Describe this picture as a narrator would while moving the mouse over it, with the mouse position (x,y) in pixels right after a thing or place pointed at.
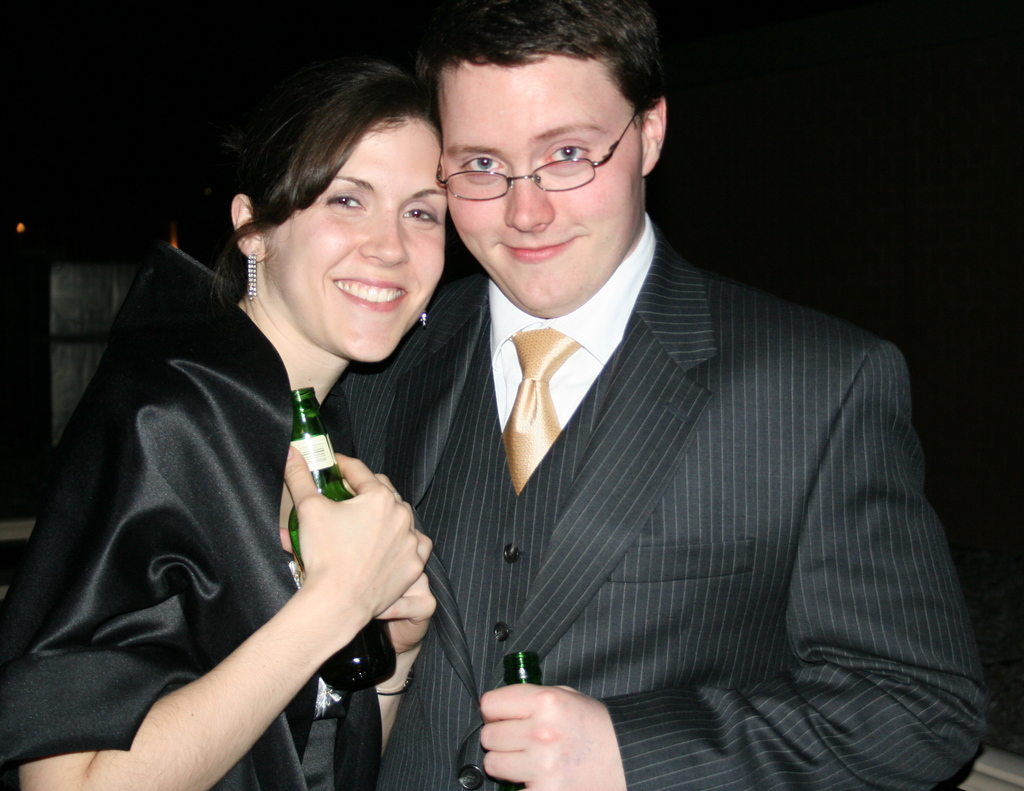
In this image, women (279,569) and men (403,481) are in black color dress (494,526). They both are hold a bottle (342,497) on his hands (485,705). Men (591,259) wear a glasses (579,176).
